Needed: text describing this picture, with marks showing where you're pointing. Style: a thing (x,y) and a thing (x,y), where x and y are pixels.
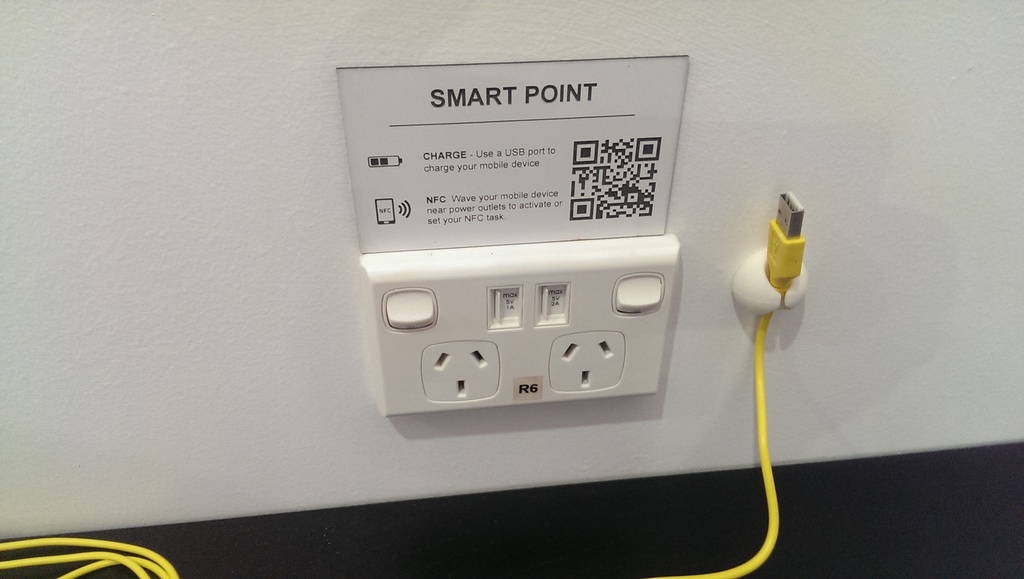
In the picture we can see a switch board (554,350) to the wall (383,482) and beside it we can see a charger wire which is yellow in color and on the switch board (542,366) we can see some note (512,223).
